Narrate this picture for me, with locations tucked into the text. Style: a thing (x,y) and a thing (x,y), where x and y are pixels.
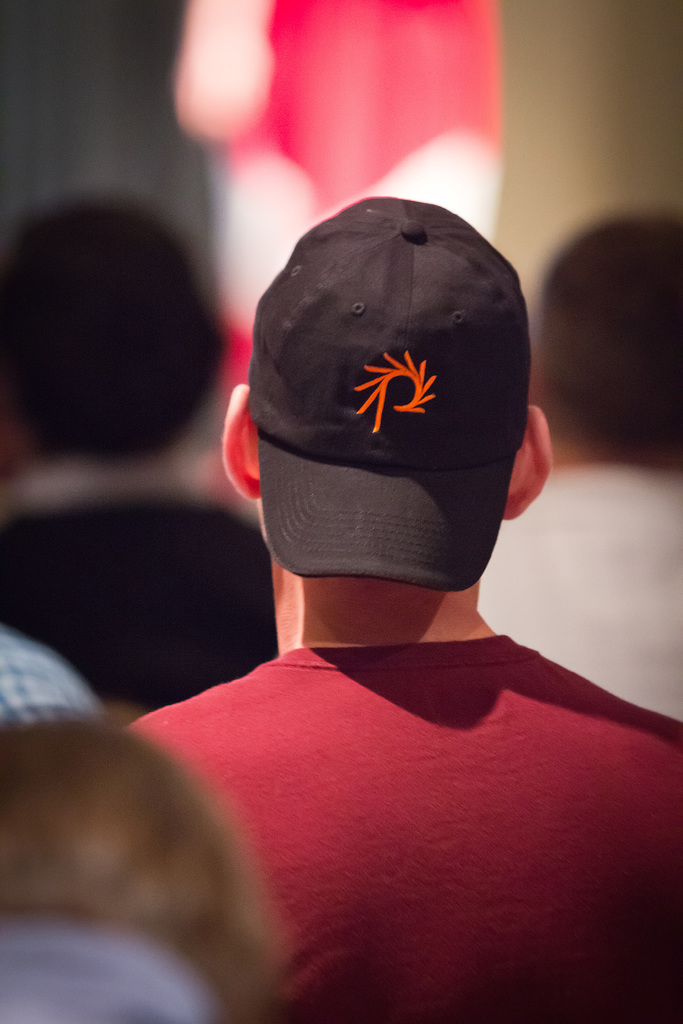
A person (405,689) is there, this person (423,848) wore dark red color t-shirt (443,796) and a black color cap (456,448).
